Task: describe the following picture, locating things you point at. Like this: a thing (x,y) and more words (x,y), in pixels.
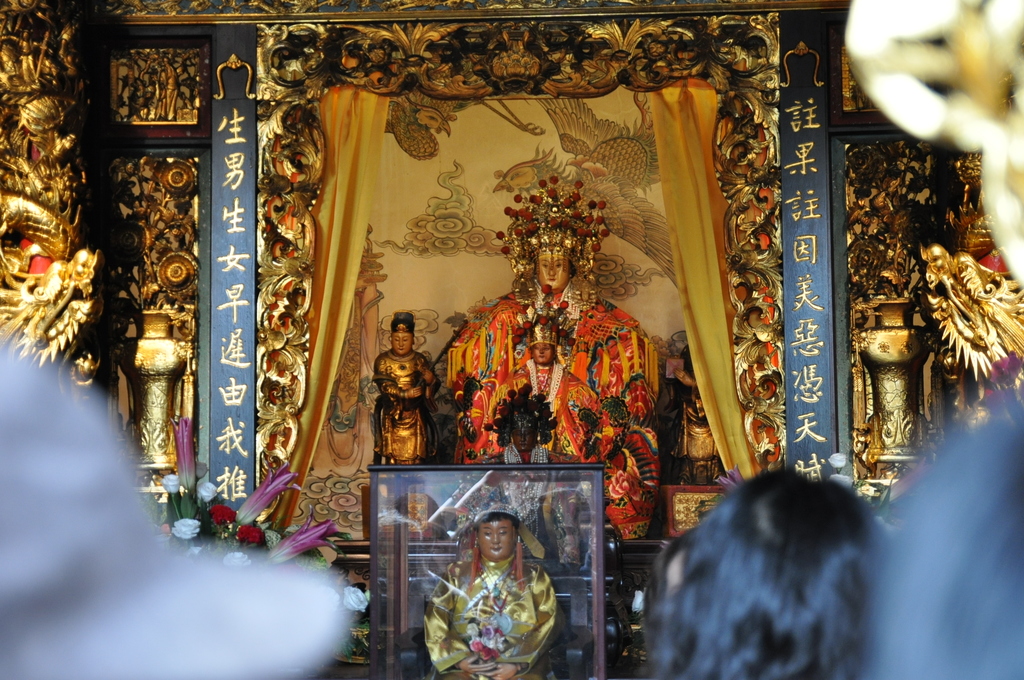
In this image, we can see some people (789,526) and in the background (265,234), there are statues (523,320), sculptures (577,320), flowers (215,492) and we can see a frame (483,567).
